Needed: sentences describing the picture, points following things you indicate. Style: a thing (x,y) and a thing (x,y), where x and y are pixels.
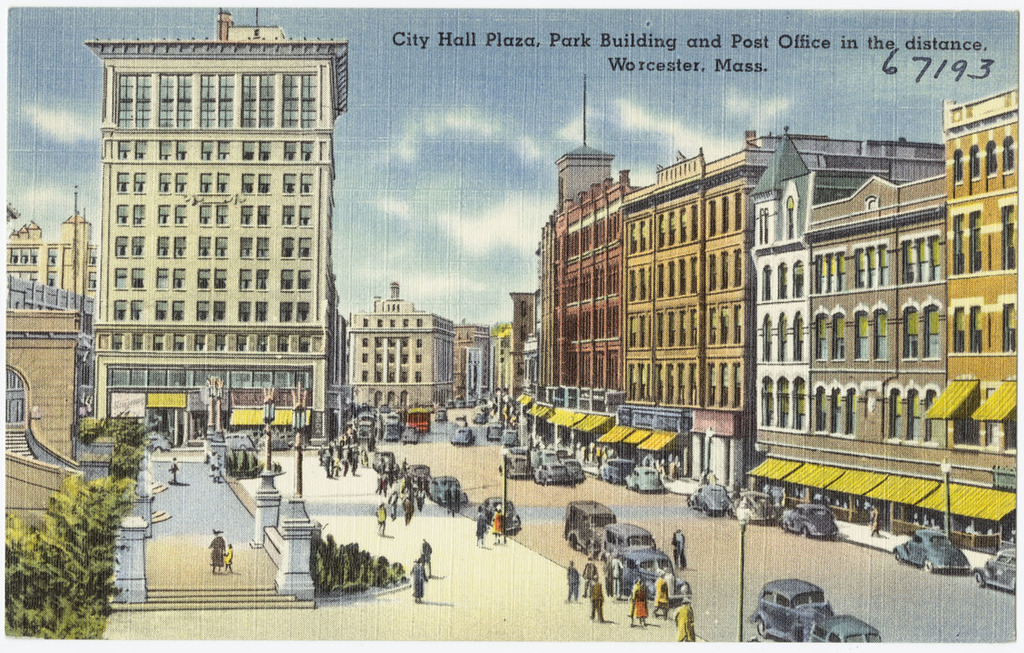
In this picture there is a poster (740,447) in the center of the image (614,419), which includes buildings (734,267), trees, poles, and people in the image.
